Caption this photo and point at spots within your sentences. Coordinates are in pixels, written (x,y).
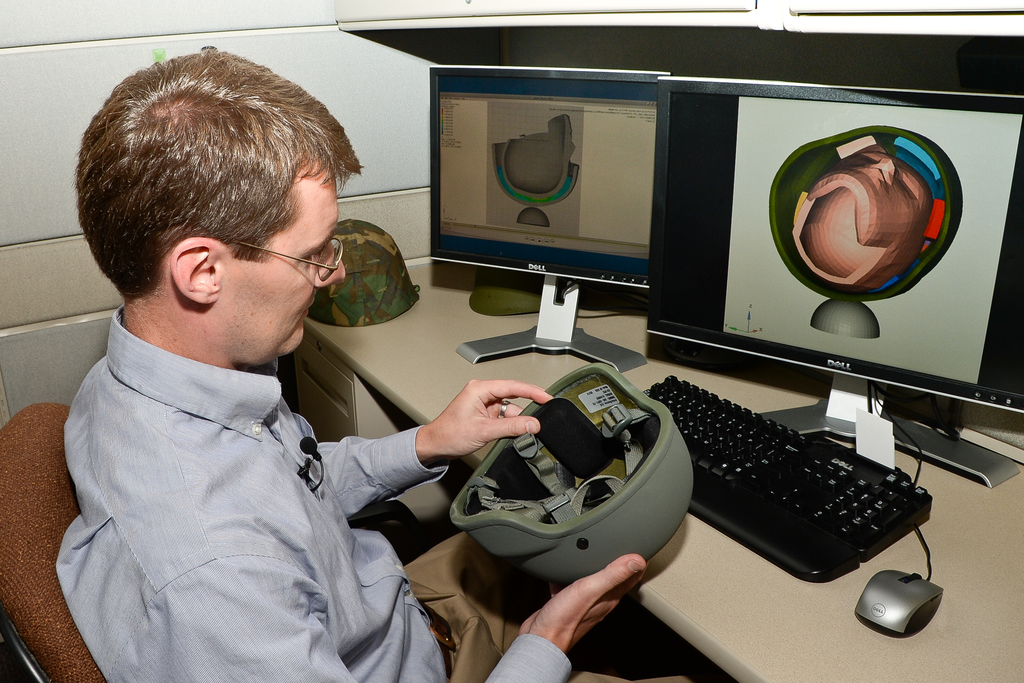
In this image we can see a man (194,446) is sitting. He is wearing a shirt (308,616), pant (453,635) and holding helmet (550,475) in his hand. In front of the man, we can see a table (752,581). On the table (732,571), we can see monitors (552,223), keyboard (854,494), cap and mouse (908,613). In the background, we can see the wall (845,55). It seems like a cupboard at the top of the image (805,19).
